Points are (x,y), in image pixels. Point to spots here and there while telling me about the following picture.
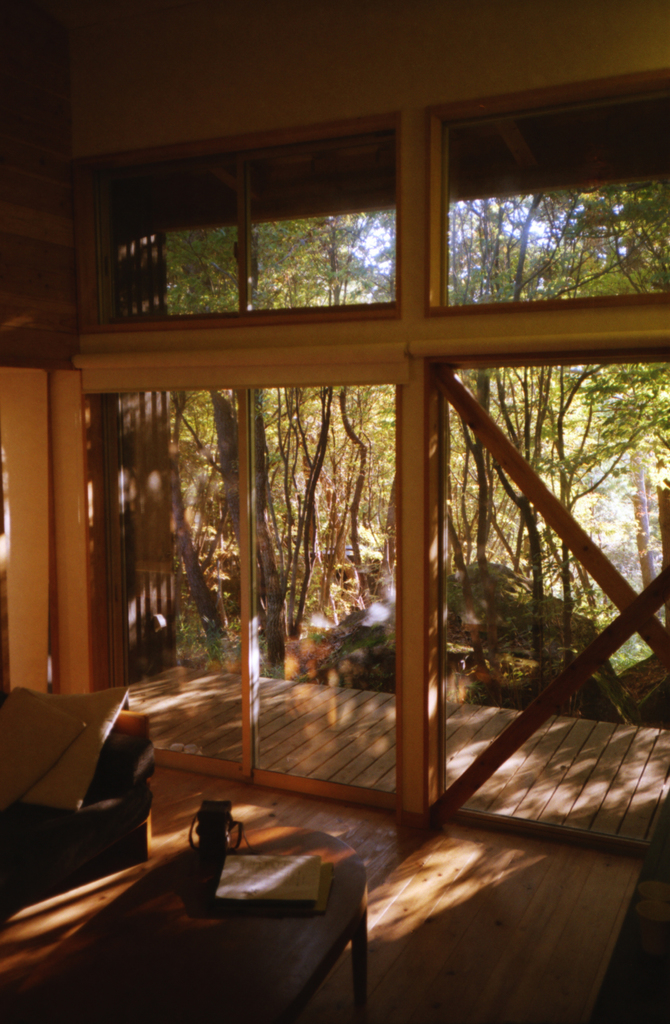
In this picture I can see the doors (251,528) and some couches (88,846). Through the doors (370,515) I can see many trees (355,480), plants (588,605), grass (625,655) and sky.
